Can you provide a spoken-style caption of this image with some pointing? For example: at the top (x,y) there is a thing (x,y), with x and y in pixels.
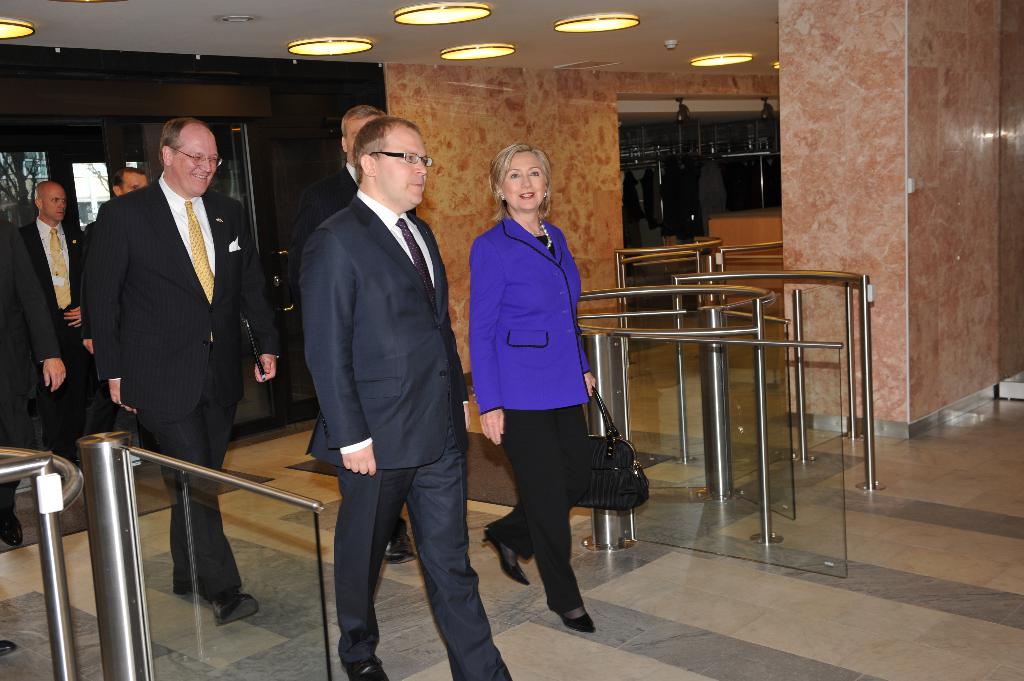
In this image there are some persons (253,333) standing on the left side of this image (194,383) and wearing blazers (199,371) and there is one women (534,417) is in blue color blazer (544,354), and there is a wall (482,230) in the background (564,192). There are some lights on the top of this image (424,32) and there is a floor (777,614) in the bottom of this image (701,621).
